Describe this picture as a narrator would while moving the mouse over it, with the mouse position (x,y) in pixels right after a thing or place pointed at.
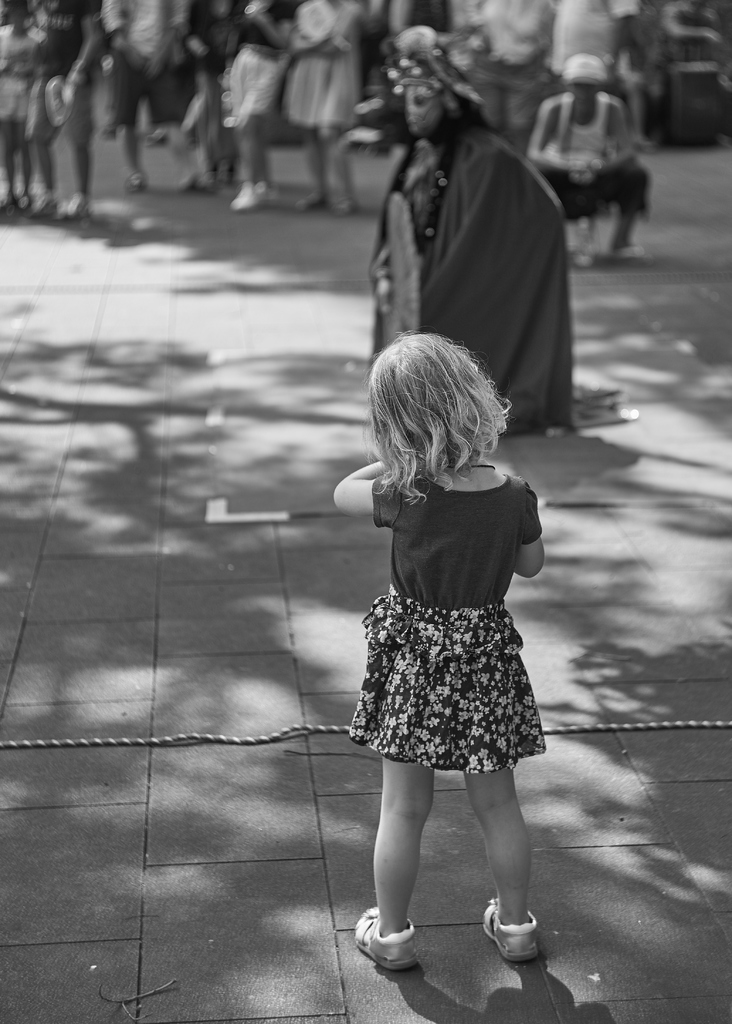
In this picture there is a girl (444,507) standing in the foreground (441,579). At the back (41,63) there are group of people (500,66) standing and there is a person (622,126) sitting and there is a person (415,317) with costume (419,203). At the bottom (316,686) there is a shadow (44,657) of a tree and there is a wire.
